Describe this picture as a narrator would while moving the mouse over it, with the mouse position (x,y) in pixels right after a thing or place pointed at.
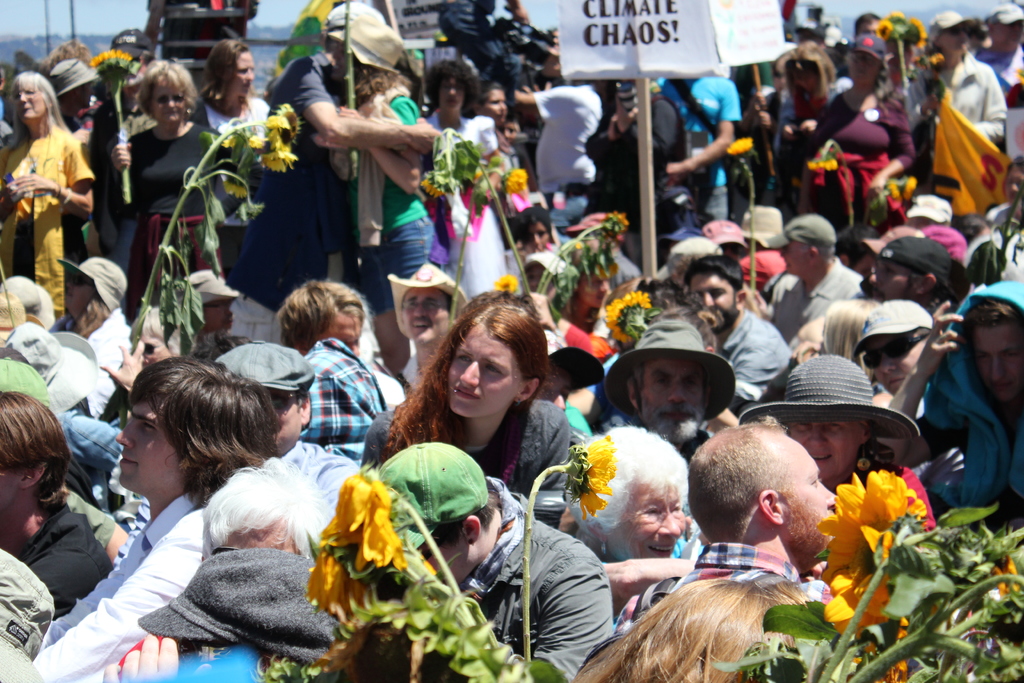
In this image I can see group of people (752,402) some are standing and some are sitting. I can also see flowers (354,497) in yellow color, a paper (692,61) attached to the wooden stick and background (120,17) I can see sky (106,20) in blue color.
